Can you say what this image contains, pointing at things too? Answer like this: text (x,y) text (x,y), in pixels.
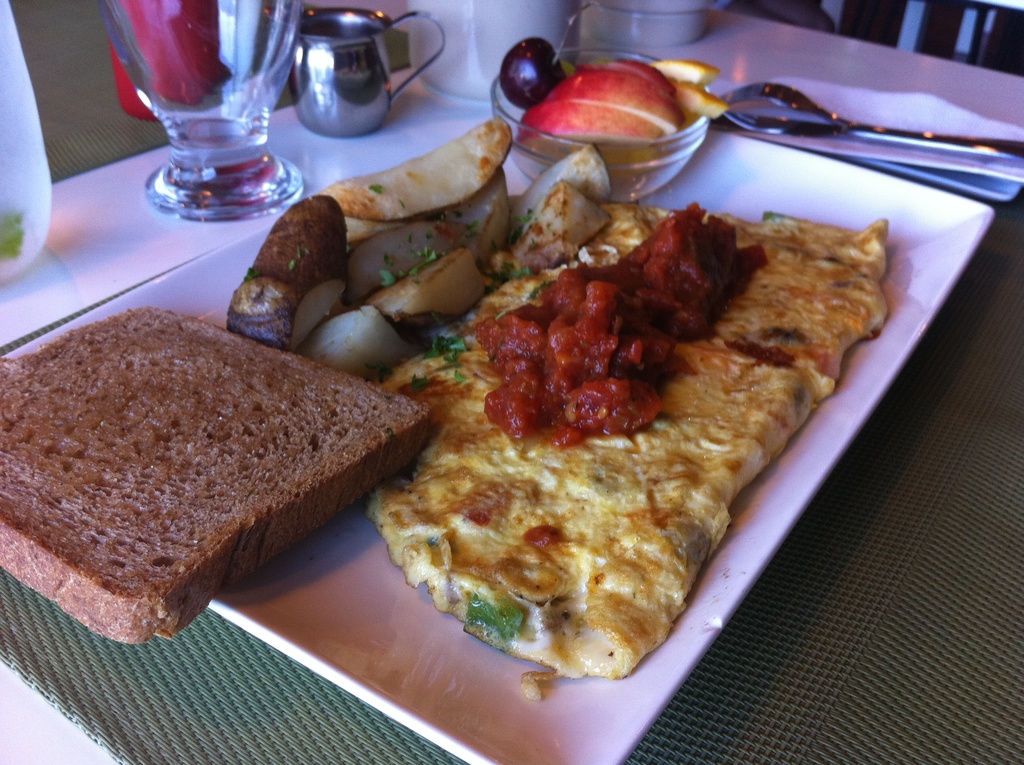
In the image there is brown bread (44,552), omelet (663,476), potatoes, salsa (656,285) and fruits (621,80) in a plate (705,200) with spoon (971,141) and fork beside it on a tissue (934,125) and there is glass (242,130), cup (507,20) and jug (375,84) in front of it on a table (729,42).
